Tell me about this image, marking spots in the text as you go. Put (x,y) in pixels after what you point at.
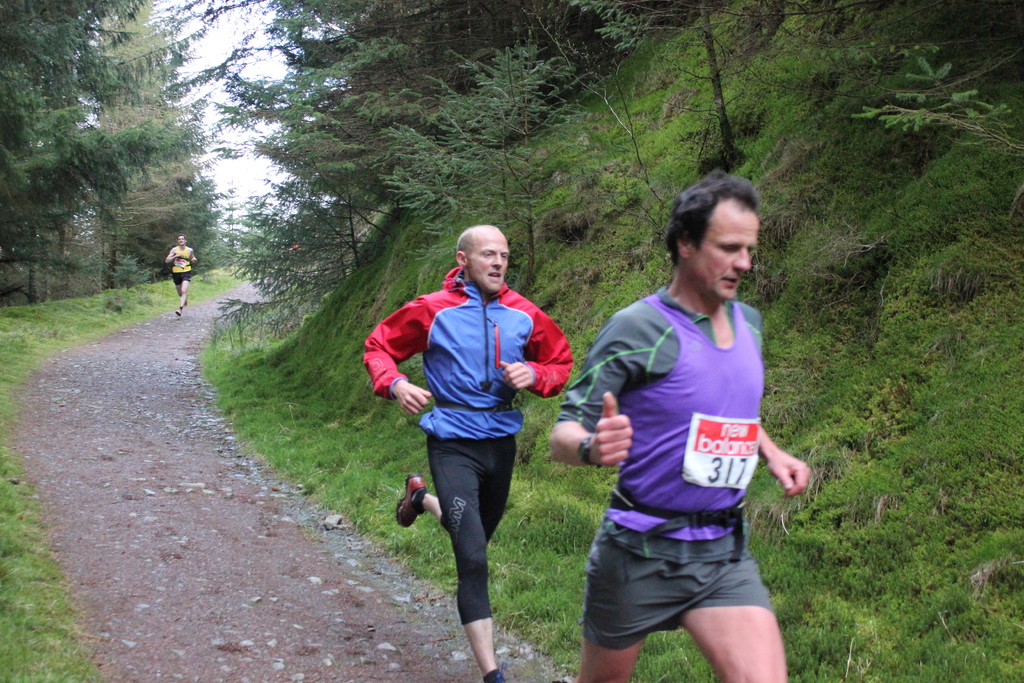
In this picture there are three persons (631,466) running in a way (320,615) and there are trees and a greenery ground (3,506) on either sides of them.
